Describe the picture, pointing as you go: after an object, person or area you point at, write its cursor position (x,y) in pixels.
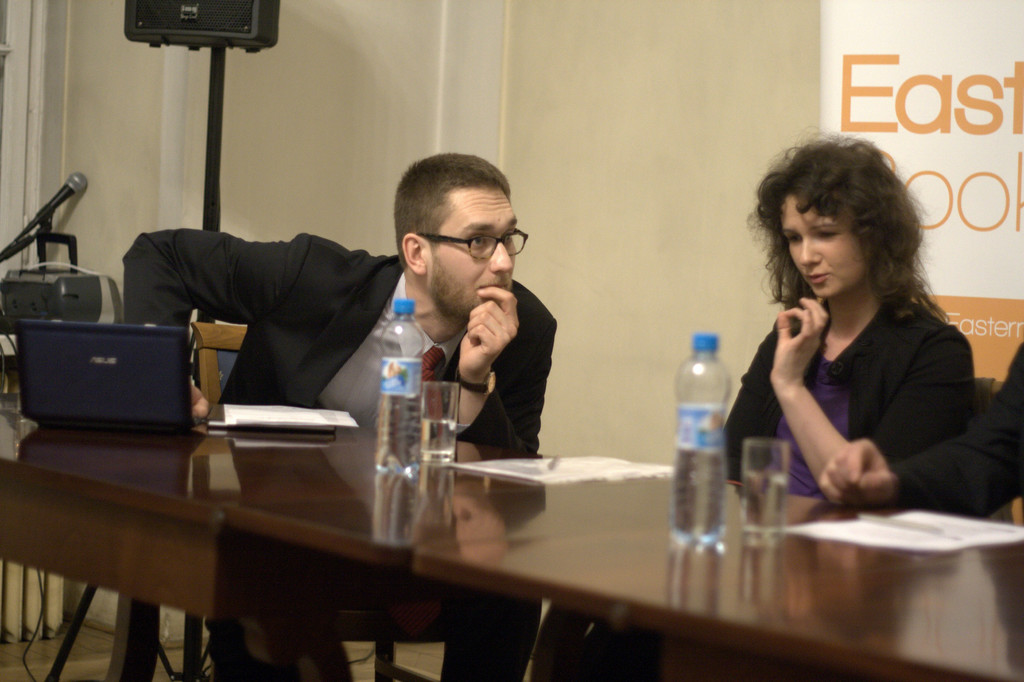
A man (205,234) with black jacket (265,279) is sitting on the chair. And a lady (734,415) is sitting. In front of them there is a table (325,539). On that table (284,499) there is a small laptop (120,401), water bottle (390,412) and a glass (430,420) a paper (546,471) on it. Behind them there is a poster (961,100). We can also see a speaker (203,40) on the top (142,36). To the left corner (60,202) we can also see a mic (53,214).
